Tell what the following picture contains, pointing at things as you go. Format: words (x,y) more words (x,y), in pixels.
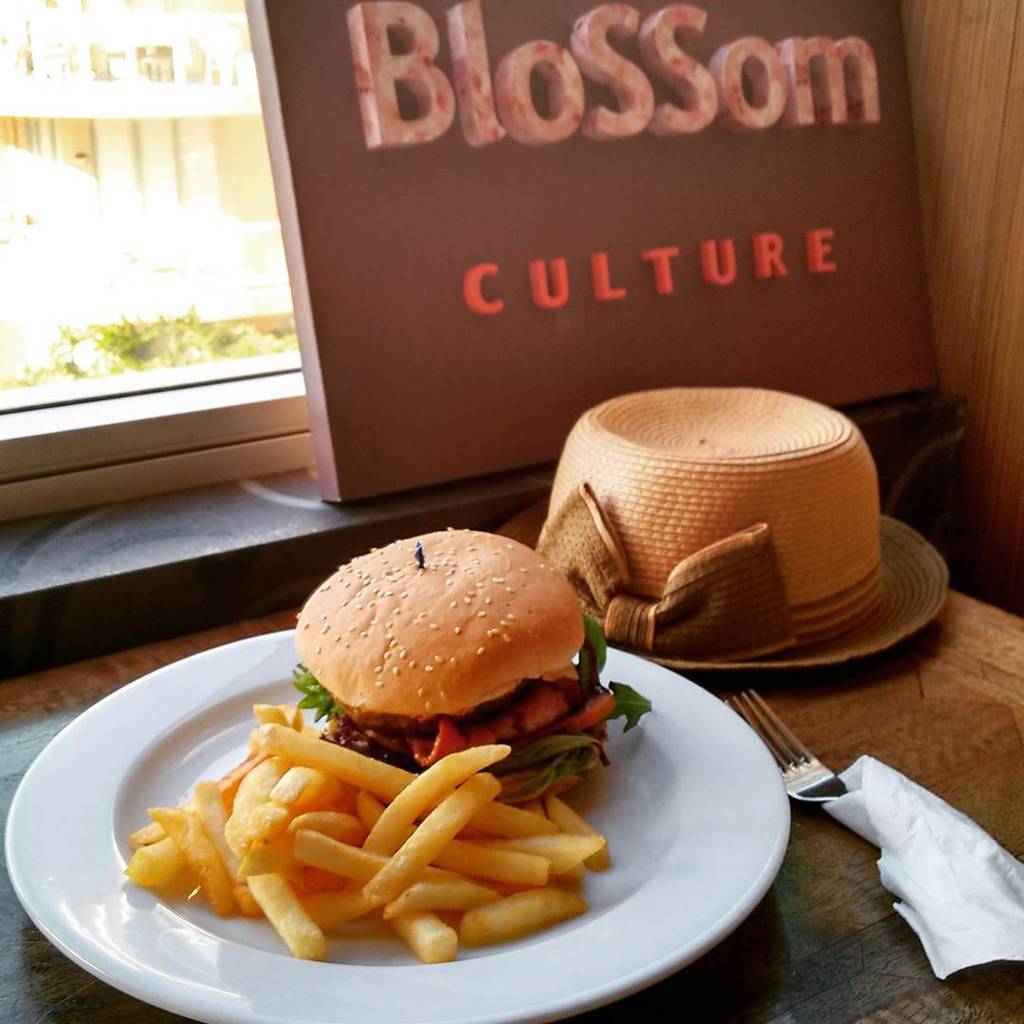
This image consists of a burger (380,721) and french fries (463,829) kept on a plate (716,924). Beside the plate (615,823) there is a hat (748,586) and a fork (807,778). The plate (766,767) is kept on a table (806,893). In the background (291,244), we can see a board (329,347) and a window (223,289).
